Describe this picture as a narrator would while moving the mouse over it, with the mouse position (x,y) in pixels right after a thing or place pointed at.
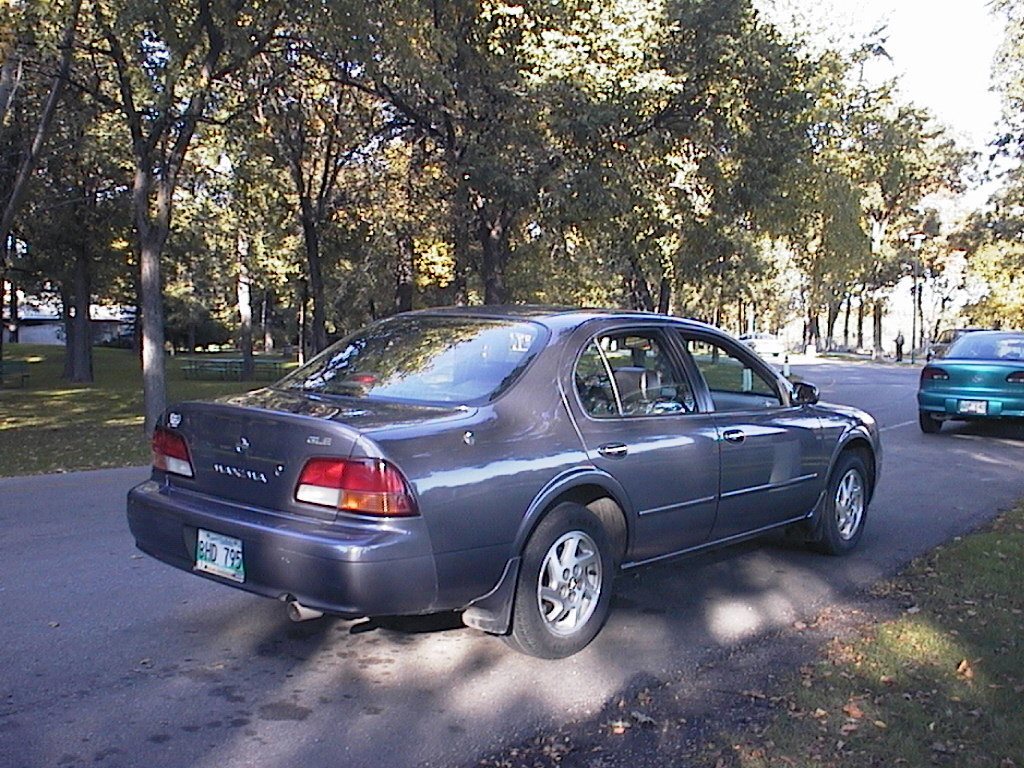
In this image I can see few trees (521,106), sky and few vehicles (590,551) on the road (879,562).
